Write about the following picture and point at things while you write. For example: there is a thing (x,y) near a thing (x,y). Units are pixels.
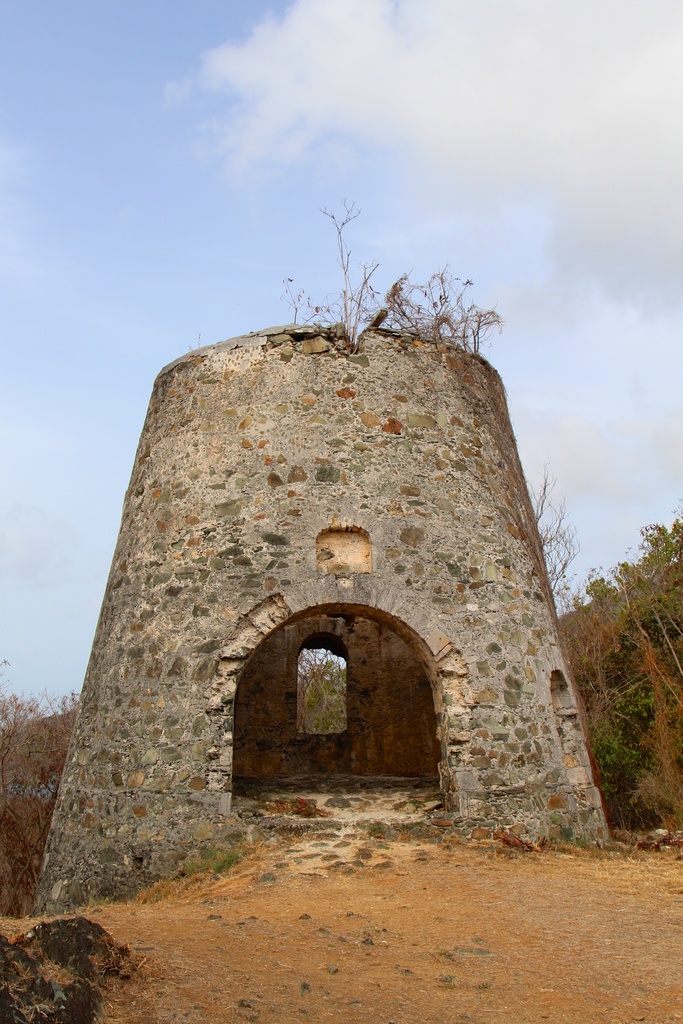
In this picture I can see a small tower (259,505) and few trees (15,771) and a blue cloudy Sky (408,248).
